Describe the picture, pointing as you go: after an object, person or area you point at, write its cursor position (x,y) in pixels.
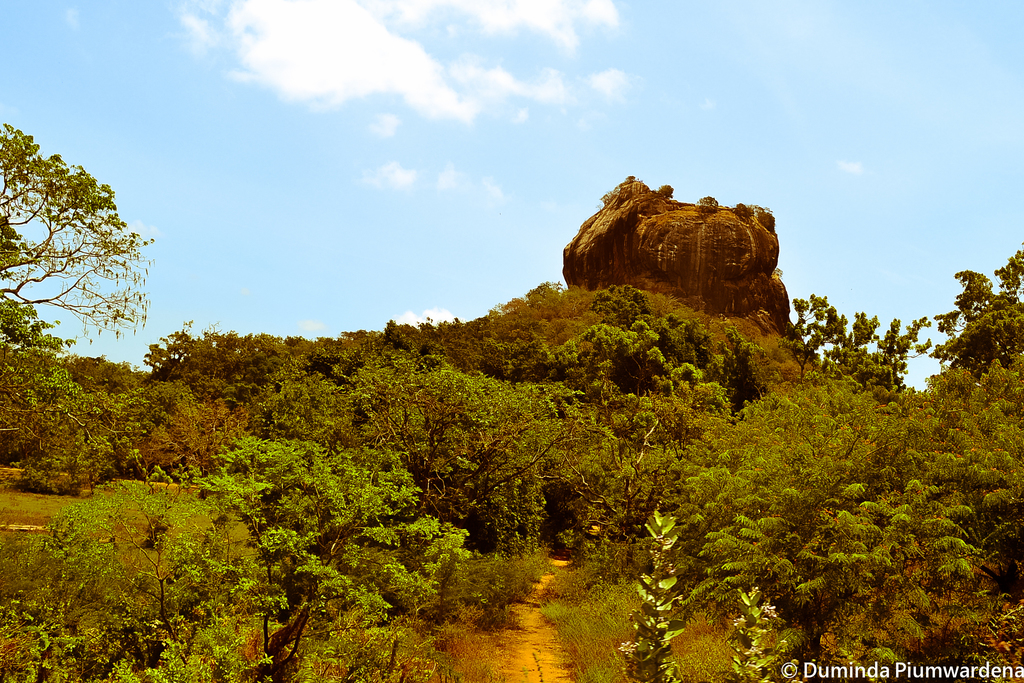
This is an outside view. At the bottom (535,663) there is a path (544,638). On the both sides there are many trees (530,447). In the background (672,283) there is a rock (643,222). At the top of the image (376,206) I can see the sky (270,80) and clouds (410,69).
